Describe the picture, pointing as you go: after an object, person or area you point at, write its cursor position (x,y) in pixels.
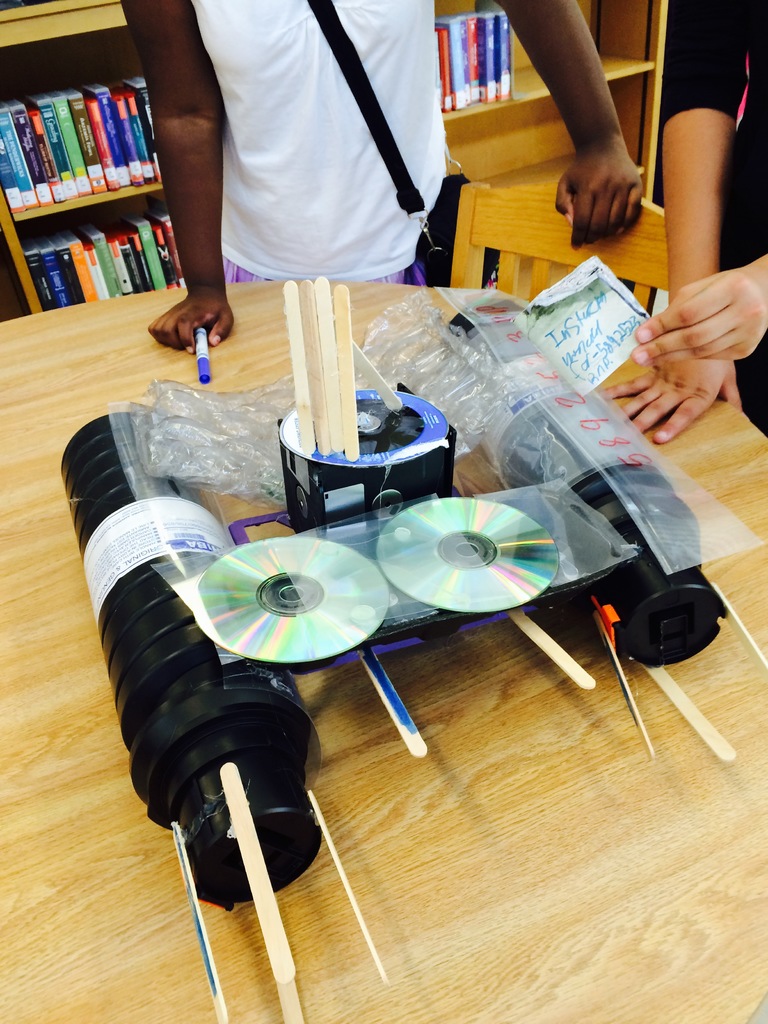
In this image there are two person (741,204) standing beside a round table (346,928) and a chair (522,213). On the table (731,842) we can see a bottle (215,688), cds (290,616), sticks (299,356), paper (594,350) and pen (197,359). On the background (5,31) we can see is shelf (87,69) on which there is a books (92,148).
